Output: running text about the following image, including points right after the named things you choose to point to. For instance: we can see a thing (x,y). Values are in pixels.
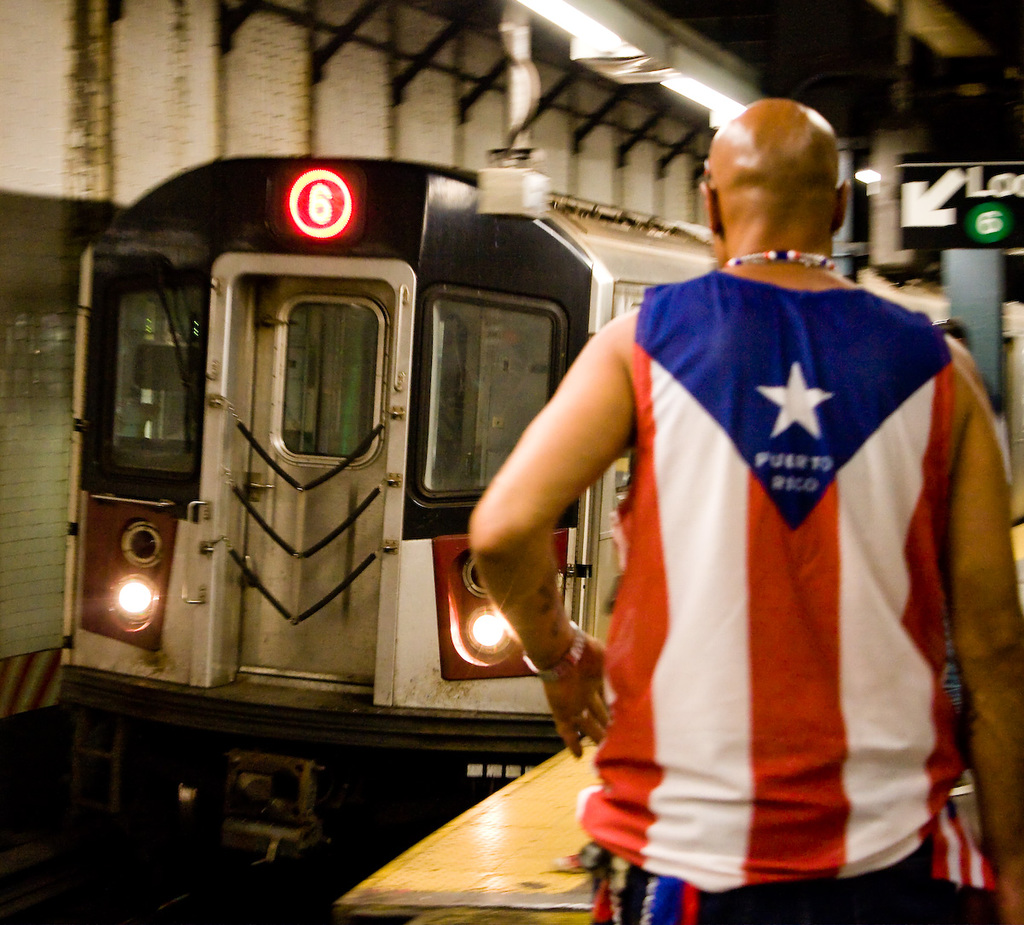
In this image in front (993,671) there is a person (713,292). In the center of the image (522,399) there is a train (275,694). On the right side of the image (1021,248) there is a sign board (980,239). On top of the image (675,76) there are lights (710,81).
